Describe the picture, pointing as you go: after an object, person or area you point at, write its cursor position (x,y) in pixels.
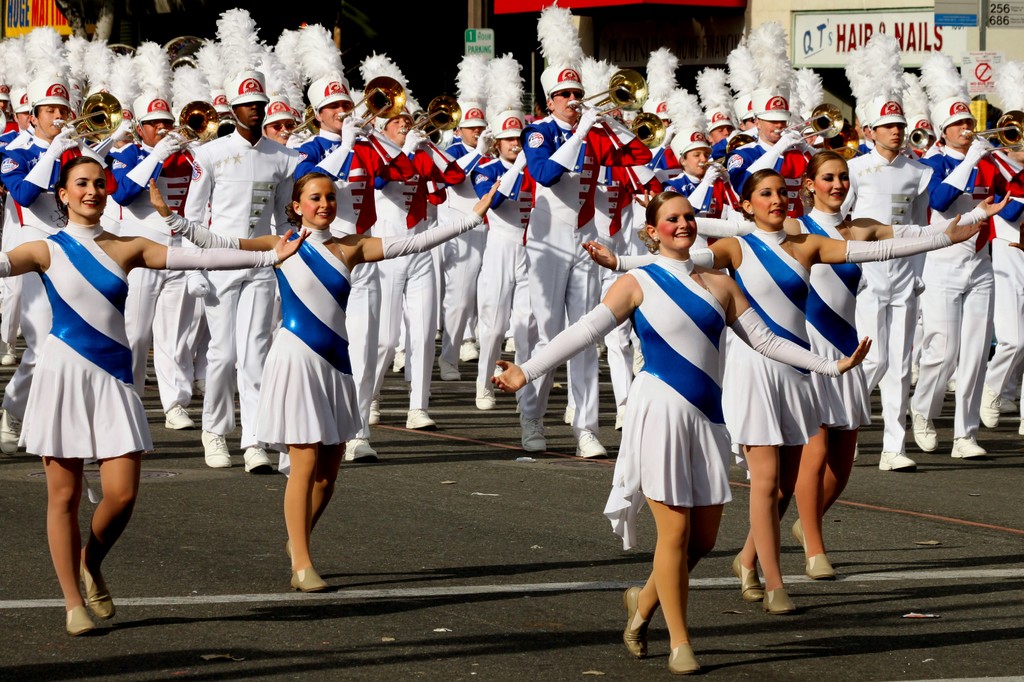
In the image we can see there are five girls (338,317) and men (391,273), wearing clothes (372,284) and they are walking. The men (459,251) are wearing cap (409,116), gloves (555,158), shoes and they are holding musical instruments (639,136) in their hands (590,116). There is a road (463,618) and white lines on the road (474,600). Here we can see a board (838,32) and text (821,41) on it.
